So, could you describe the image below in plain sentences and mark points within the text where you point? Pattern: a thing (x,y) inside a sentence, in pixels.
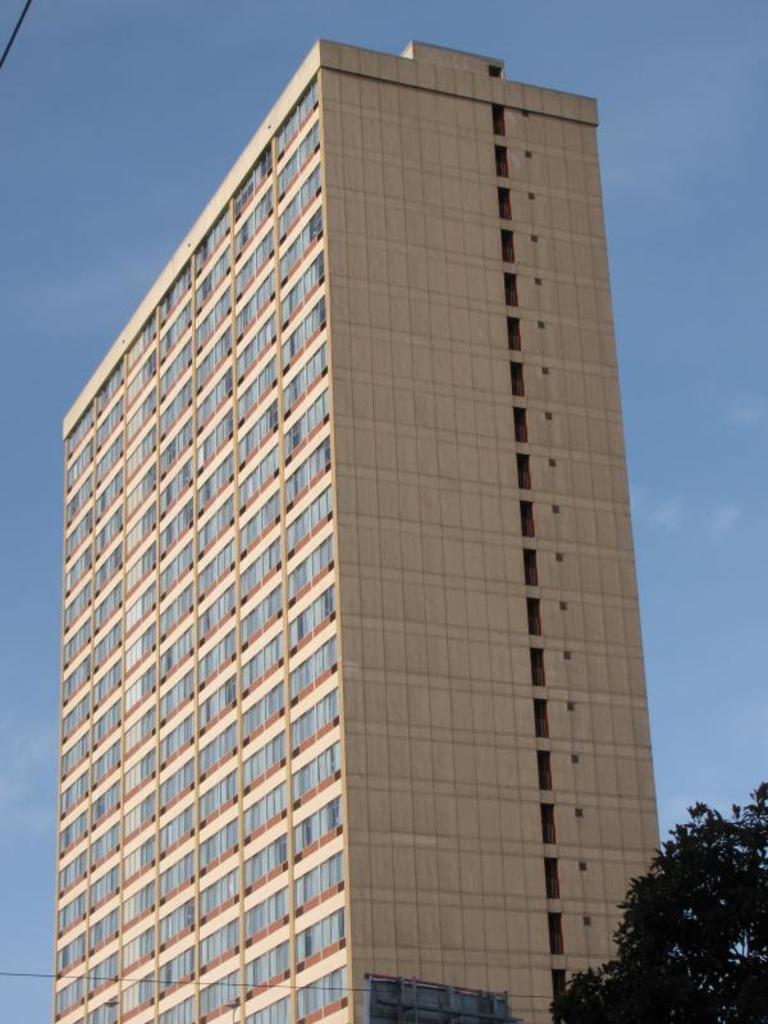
In this image there is a building (328,665), beside the building (584,923) there is a tree (619,1009).
